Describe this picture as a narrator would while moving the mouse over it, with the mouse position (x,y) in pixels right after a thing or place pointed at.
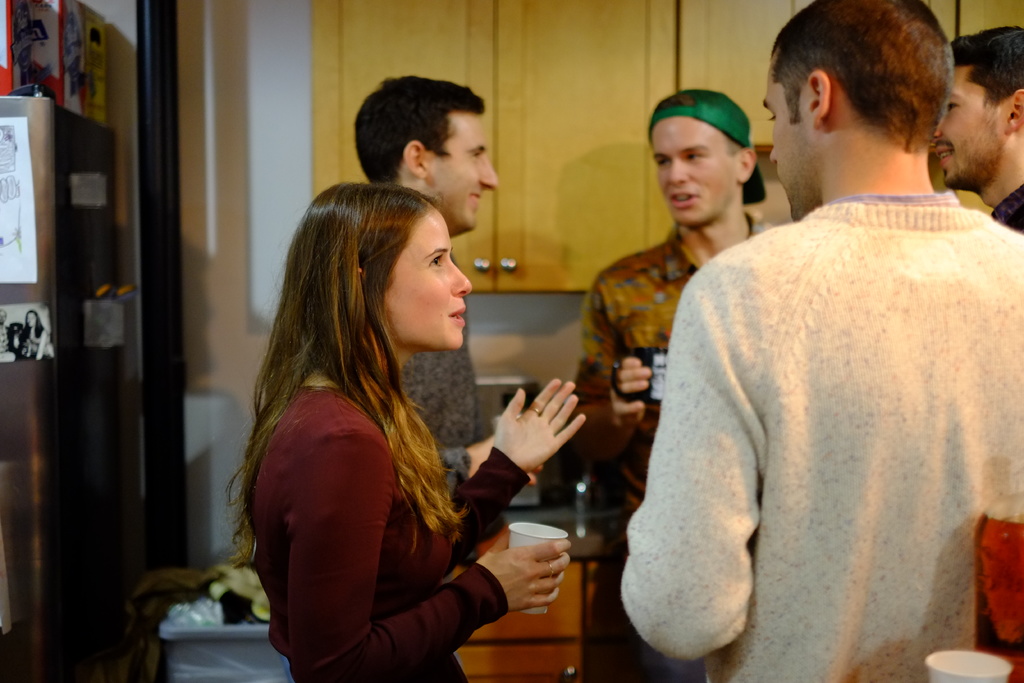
In this image we can see people (599,378) standing and holding cups (543,534). On the left (94,479) there is a refrigerator (91,496). At the bottom (195,664) there is a bin (220,655) and a glass (929,671). We can see a cupboard (584,156). In the background (208,270) there is a wall (226,200).
